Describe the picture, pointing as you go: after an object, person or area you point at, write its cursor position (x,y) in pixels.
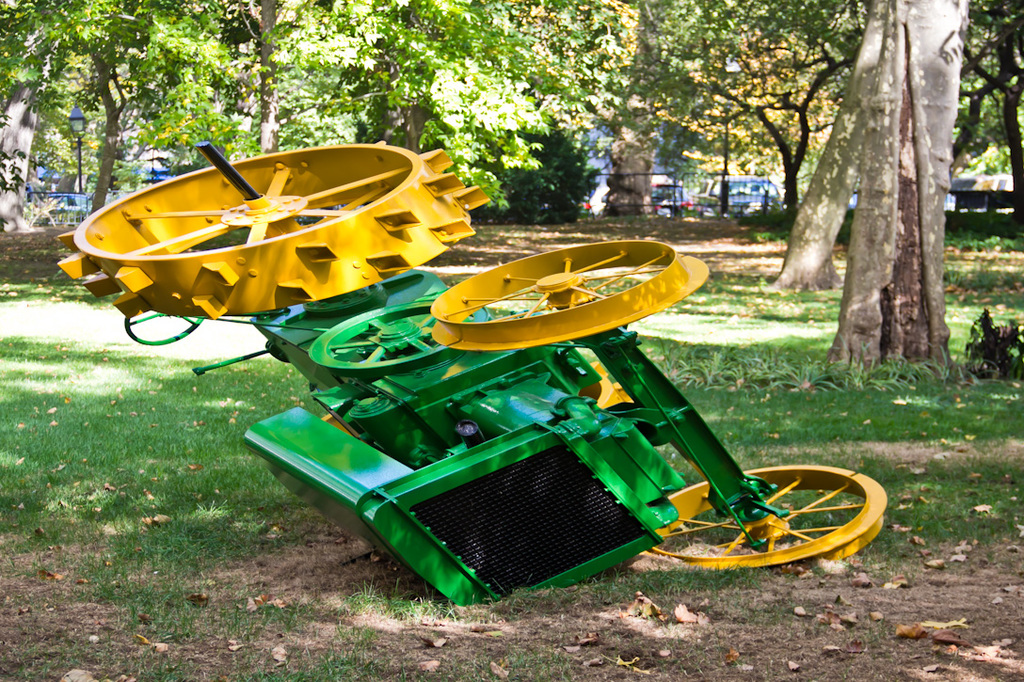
In the foreground of this picture (534,432), there is a vehicle (546,441) fall down on to the ground (875,452). In the background (812,404), there is grass (890,402), trees (896,173), poles (79,116), vehicles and the railing (54,218).
